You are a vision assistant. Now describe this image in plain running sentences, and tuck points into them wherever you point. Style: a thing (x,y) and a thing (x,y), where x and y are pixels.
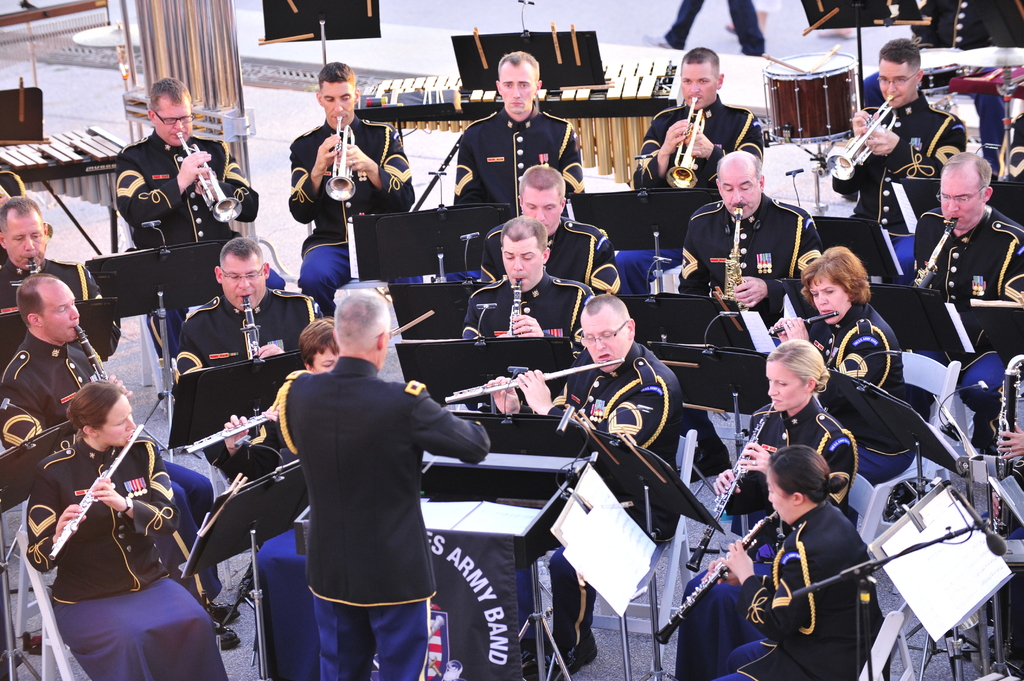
In the center of the image (653,423) we can see people (563,332) sitting and playing musical instruments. At the bottom (521,534) there is a table (533,539) and we can see papers (472,509) placed on the table (525,553). In the center (428,440) there is a man (364,499) standing. In the background (803,145) there are drums (792,135) and we can see stands (500,56).
